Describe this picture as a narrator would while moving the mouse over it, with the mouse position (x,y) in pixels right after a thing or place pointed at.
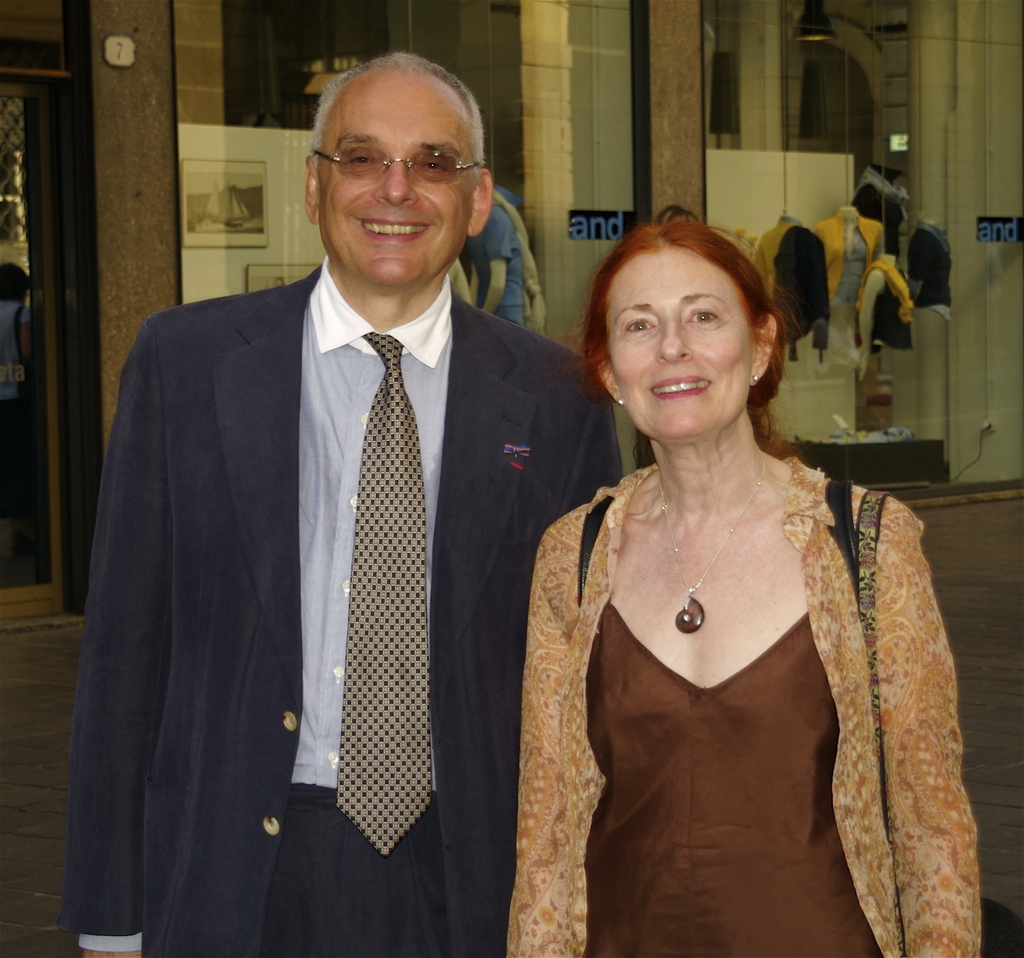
In the center of the image (626,527) we can see a man (439,602) and a lady (655,597) standing and smiling. In the background (168,174) there is a wall (166,156) and we can see a glass doors (295,212). There are mannequins (858,282) and we can see clothes (831,256) placed on the mannequins (862,297). On the left (12,310) there is a person (23,326).
